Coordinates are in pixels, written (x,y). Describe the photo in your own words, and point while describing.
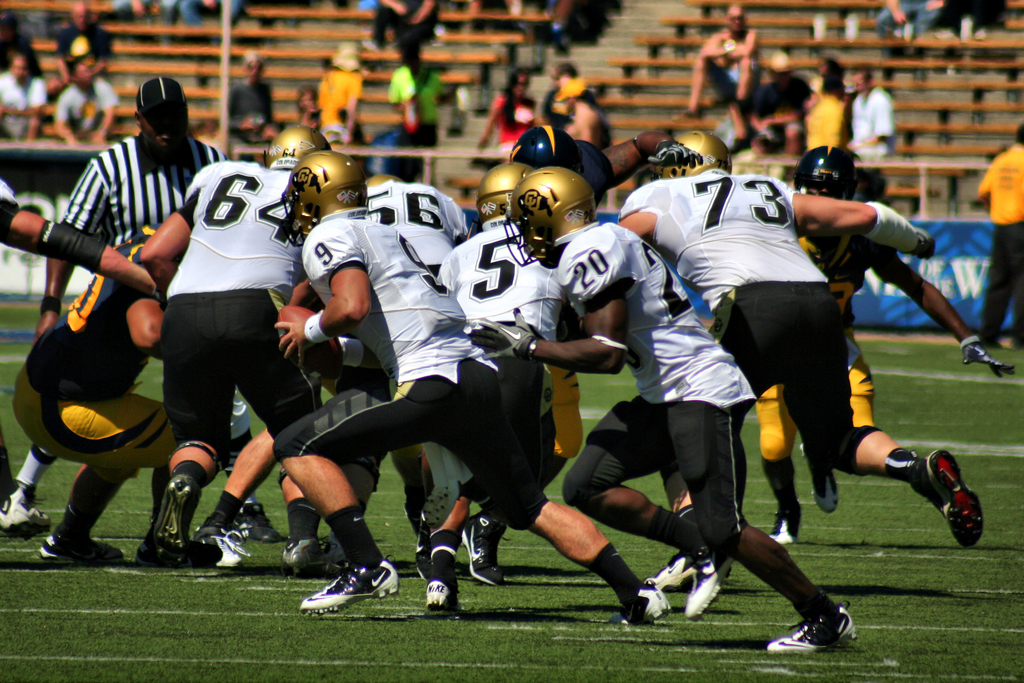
In the center of the image (489,313) a group of people (512,310) are there, some of them are wearing helmet (551,223), gloves (490,336). In the background of the image (517,98) we can see some persons (768,101) chairs (627,85), stairs (602,41) are there. At the bottom of the image (421,606) ground (412,617) is there. In the middle of the image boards (944,262), pole (228,31) are there.
